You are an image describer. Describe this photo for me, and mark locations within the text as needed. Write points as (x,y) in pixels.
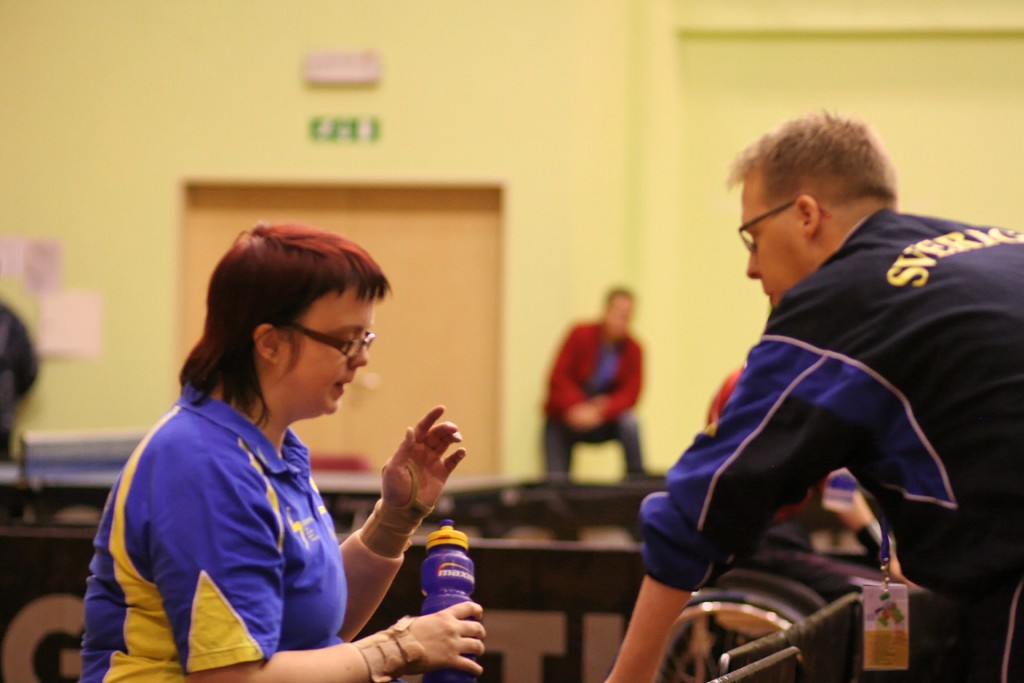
In this image we can see woman (244,541) sitting and man (861,457) standing on the floor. In the background (681,355) we can see persons (567,362), door (349,221) and wall (512,89).
